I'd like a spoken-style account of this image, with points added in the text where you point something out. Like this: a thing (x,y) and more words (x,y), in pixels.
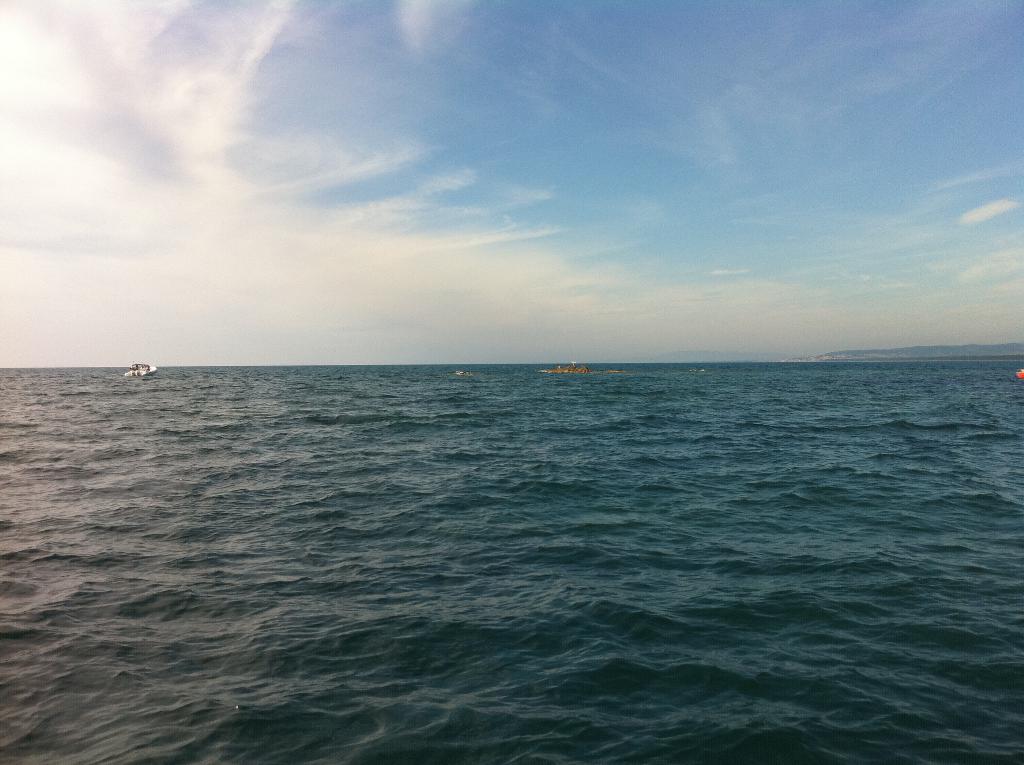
In this image there are boats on the water (562,482), and in the background (630,321) there is sky (489,221).
